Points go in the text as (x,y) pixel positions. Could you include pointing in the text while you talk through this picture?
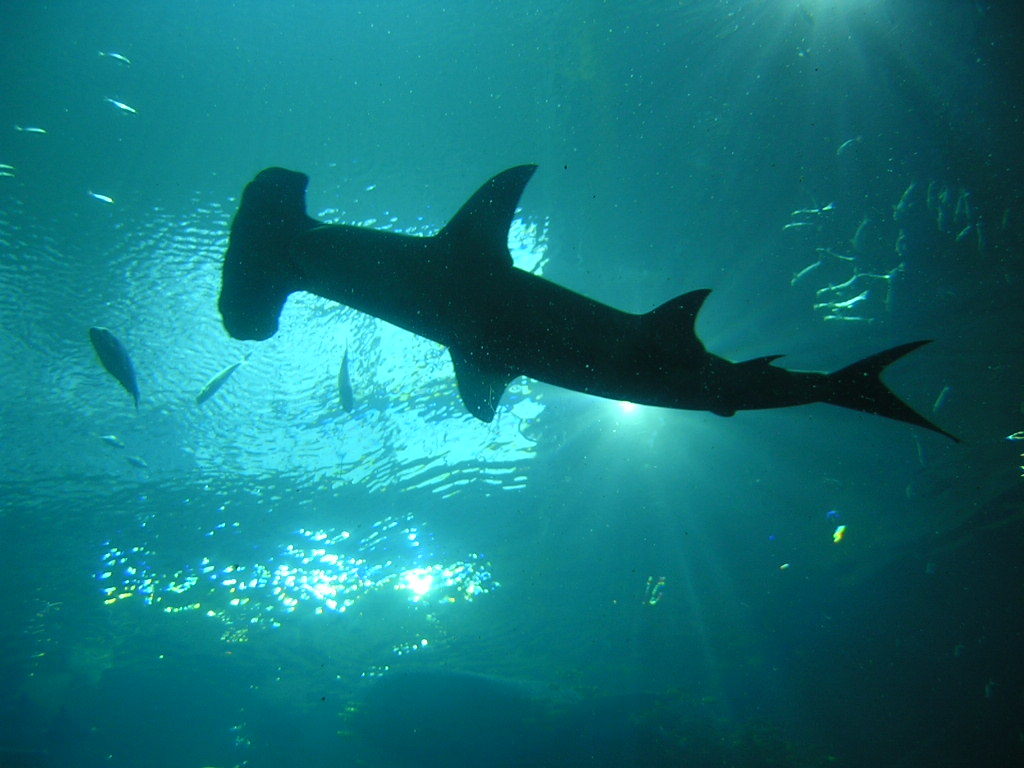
In this image there are fishes (454,290) in the water (684,290). There is a big fish (509,340) in the middle (582,347).
